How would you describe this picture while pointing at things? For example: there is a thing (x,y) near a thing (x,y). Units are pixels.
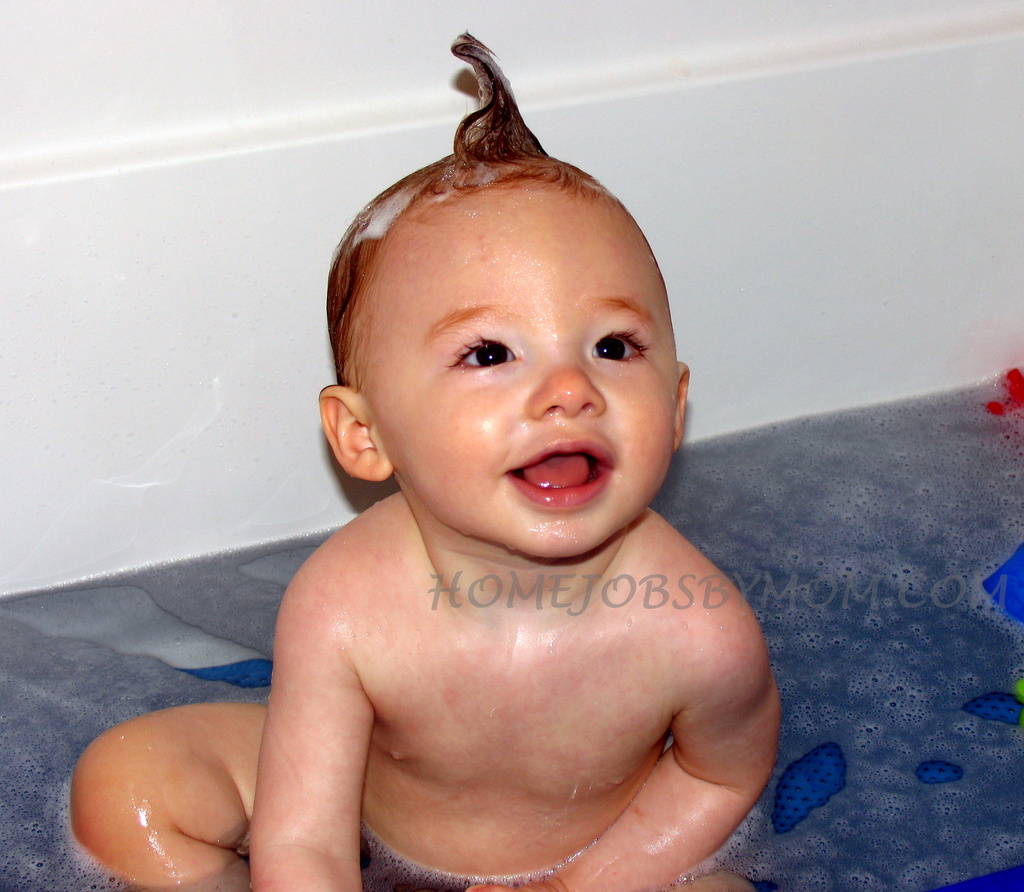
In this picture I can see there is a boy (559,534) sitting inside a bath tub (731,285) and he is looking at right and smiling, there is some water (910,818) and toy (1019,869) in the bathtub (320,182). There is some shampoo (452,169) applied to his hair (452,185).
